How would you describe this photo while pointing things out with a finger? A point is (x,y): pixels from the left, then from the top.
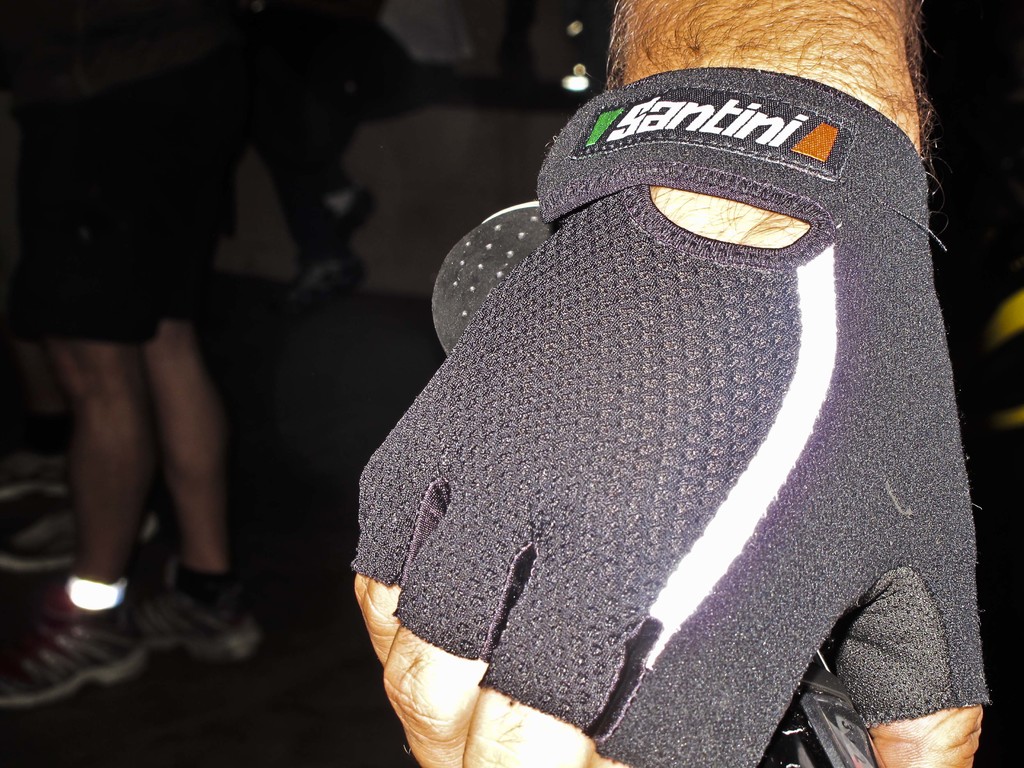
In this picture I can see a person's hand (766,30) with a glove (522,463), holding an object (781,748), and in the background (54,373) there are legs (23,328) of people (212,193).
